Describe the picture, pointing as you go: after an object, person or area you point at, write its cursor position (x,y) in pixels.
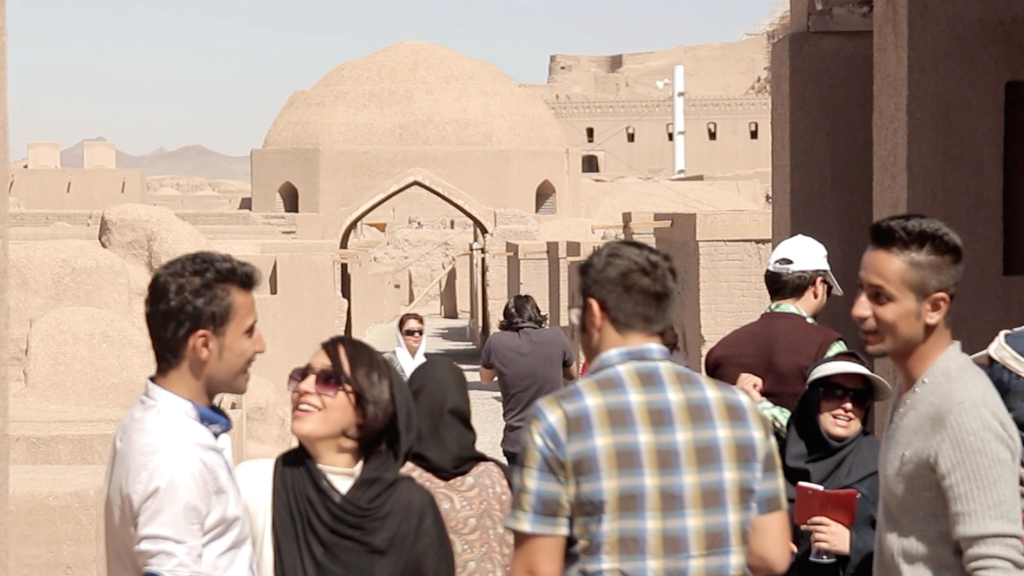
At the bottom (285,455) there is a woman (421,521) who is wearing goggles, scarf (319,501) and white t-shirt (262,504). Beside her there is a man (217,328) who is wearing white shirt (198,498). In the bottom right (968,385) there is a man (966,367) who is wearing t-shirt (966,495). Beside him i can see a woman (832,366) who is wearing goggles (832,389), cap (879,390) and black dress (854,473). She is holding a glass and book (810,507). In the back (515,367) i can see some peoples (531,357) were standing on the floor (471,350). In the background (346,134) i can see the monuments (821,134), poles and mountains (243,161). At the top (267,39) there is a sky (198,2).
